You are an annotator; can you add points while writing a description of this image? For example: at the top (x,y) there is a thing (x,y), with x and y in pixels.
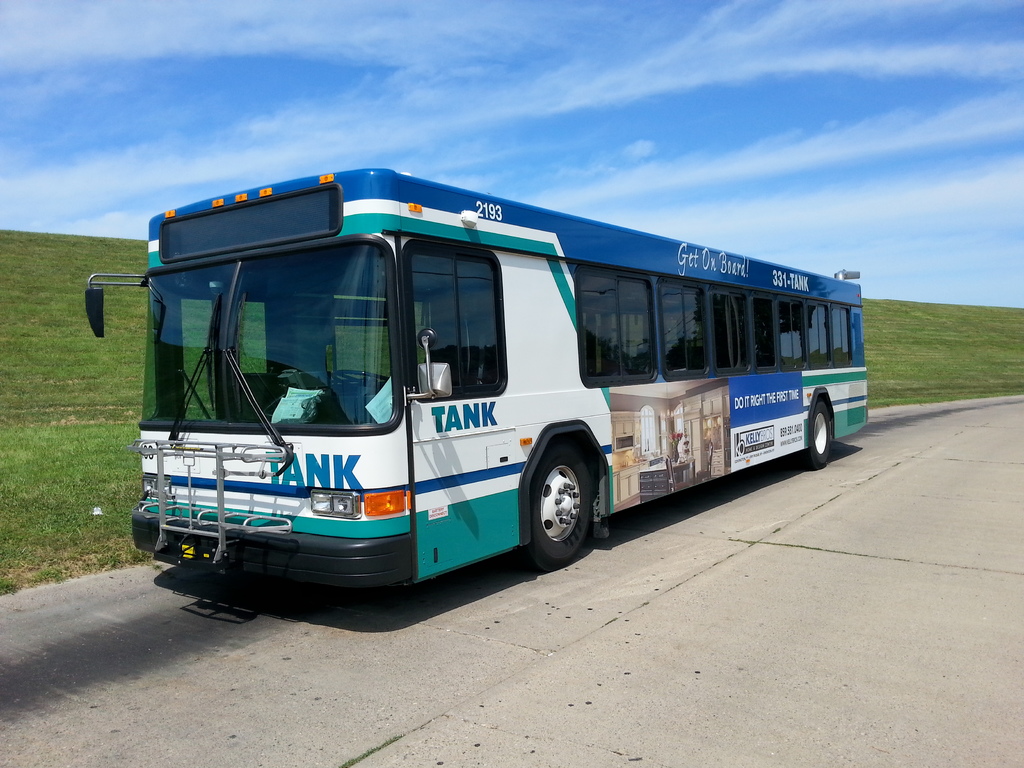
In the center of the image (432,414) we can see a bus (553,398). In the background of the image (4,380) we can see the grass (7,555). At the bottom of the image (673,649) we can see the road (596,581). At the top of the image (474,89) we can see the clouds (394,146) are present in the sky (1000,48).
